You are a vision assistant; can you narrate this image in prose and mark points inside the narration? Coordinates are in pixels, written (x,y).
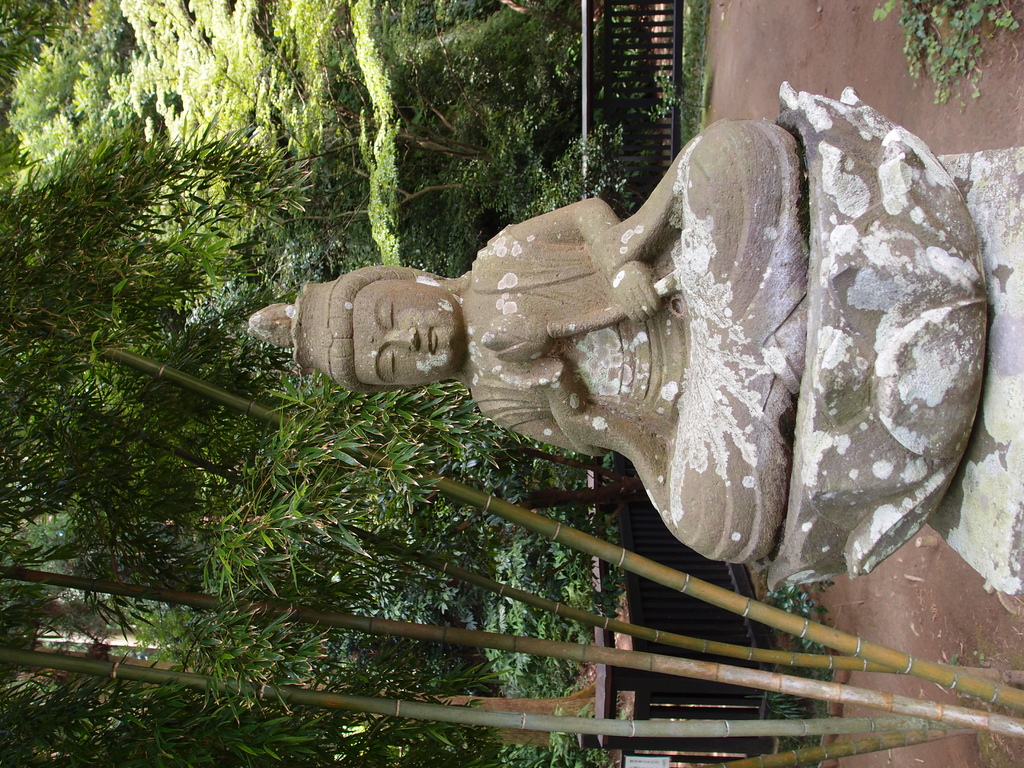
In this picture we can see a statue (883,533) on the ground (904,751), fence (736,748) and in the background (729,732) we can see trees (511,110).
